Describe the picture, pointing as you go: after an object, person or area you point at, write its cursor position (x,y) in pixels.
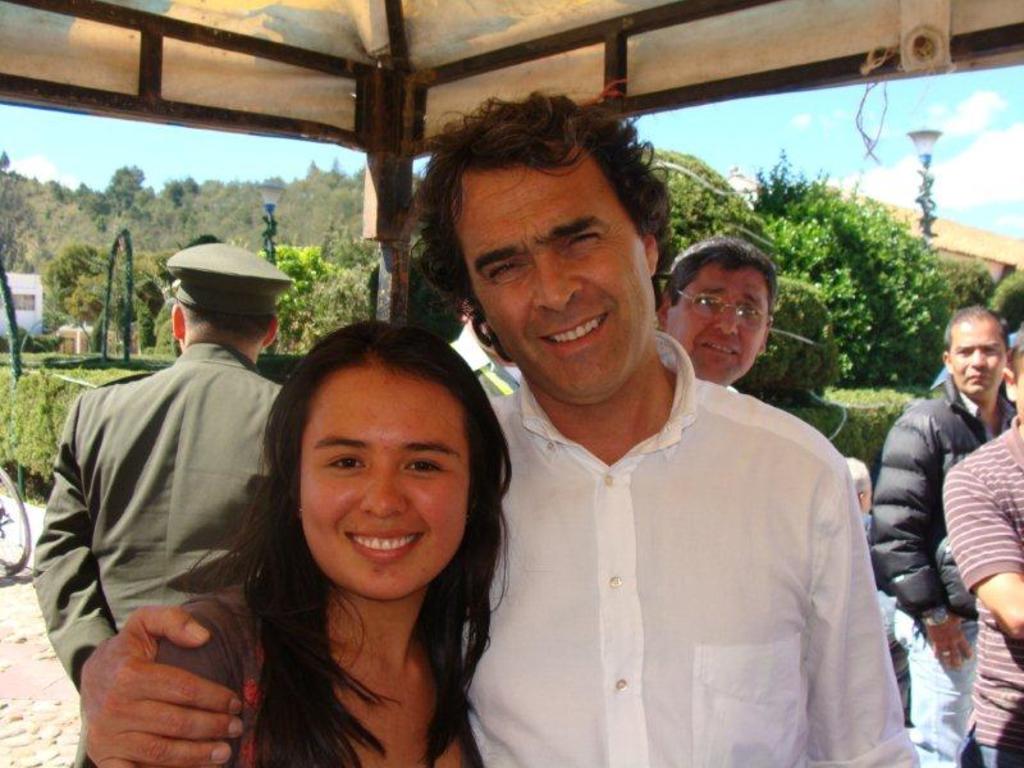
In this picture I can see a man (850,584) and a woman (400,703) smiling, there are group of people (985,478), there is a tent (432,43), there are plants (307,271), trees (816,207), there are lights (931,157), poles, and in the background (116,168) there is the sky (61,184).
